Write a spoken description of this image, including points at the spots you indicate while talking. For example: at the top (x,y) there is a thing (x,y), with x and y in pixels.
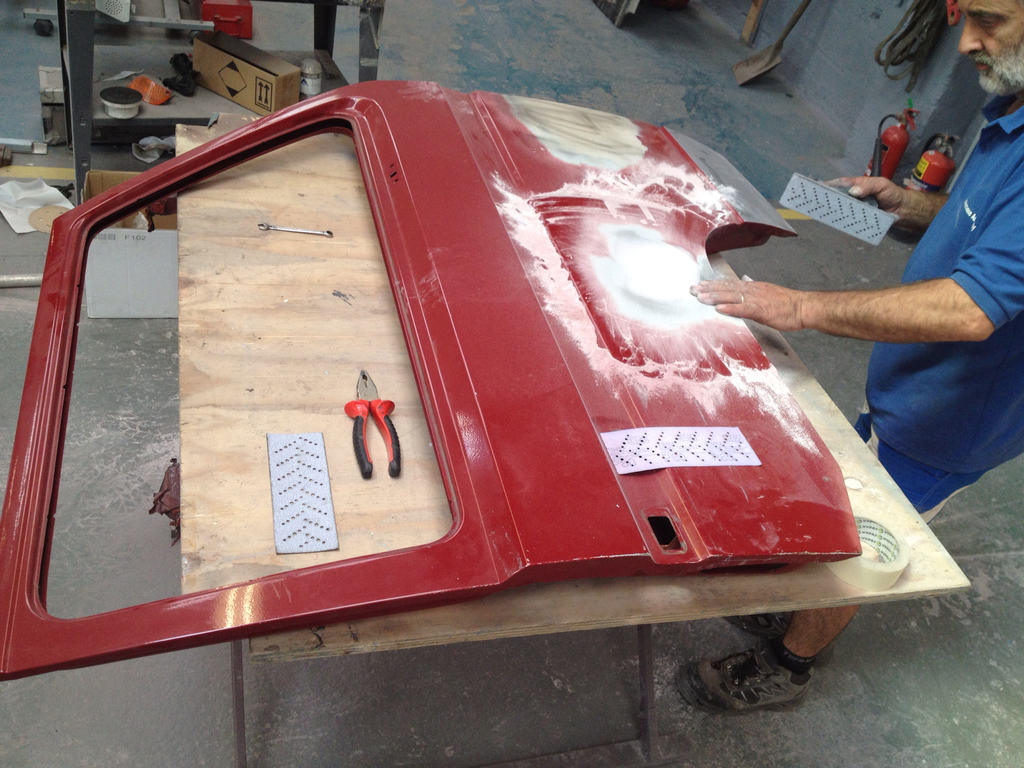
In the image we can see a man (974,346) standing, wearing clothes (974,346) and wearing shoes (748,674), and the man (854,194) is holding an object (824,214) in hand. This is a door (533,307) of a vehicle (549,434), table (333,338), floor (475,69), box (280,73), hand tool (363,413) and other objects (85,41).
